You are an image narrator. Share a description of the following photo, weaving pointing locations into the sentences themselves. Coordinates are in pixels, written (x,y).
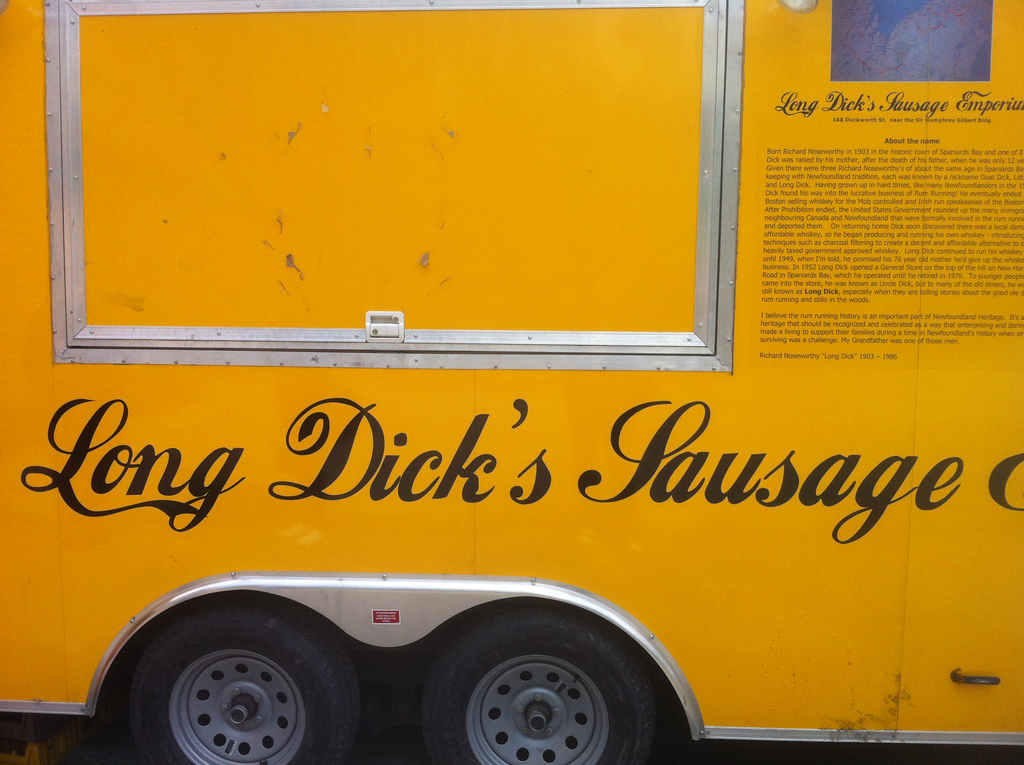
In the image there is a vehicle (412,675) with wheels (486,703). And on the vehicle (446,123) is some text (879,310) on it.
